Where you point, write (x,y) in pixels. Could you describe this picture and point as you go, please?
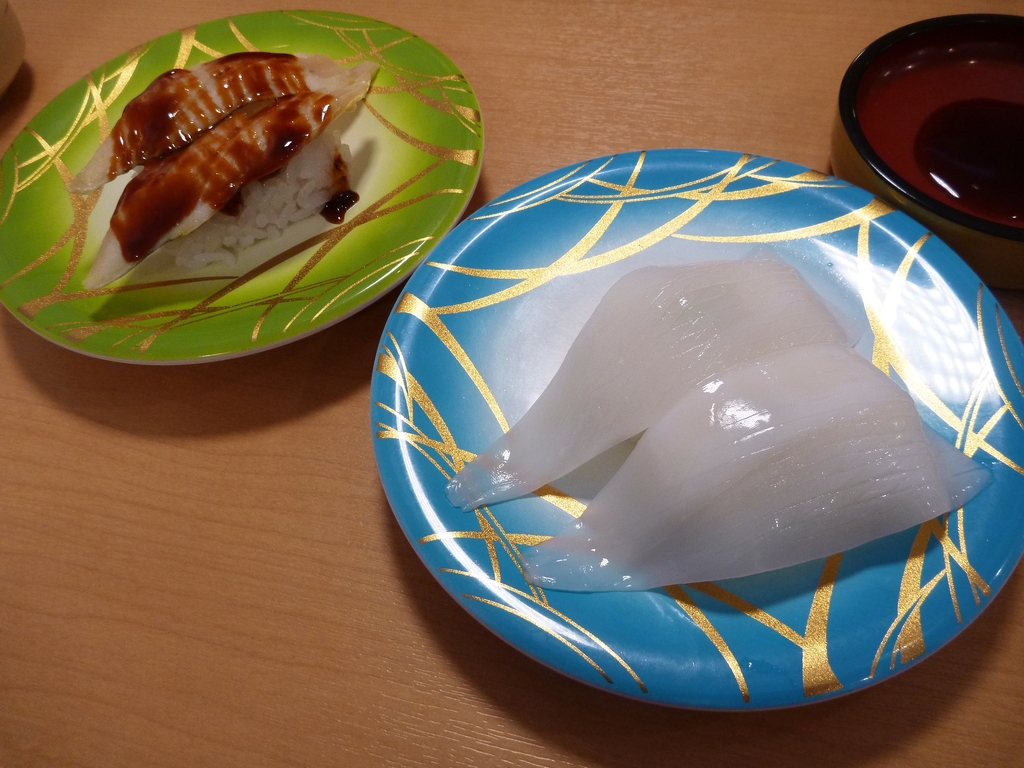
In this image in the center (479,363) there are two plates (476,279), and in the plates (982,492) there is food (631,371). And on the right side (956,121) and left side (20,34) there are bowls (867,178). At the bottom (383,685) it looks like a table (383,685).
